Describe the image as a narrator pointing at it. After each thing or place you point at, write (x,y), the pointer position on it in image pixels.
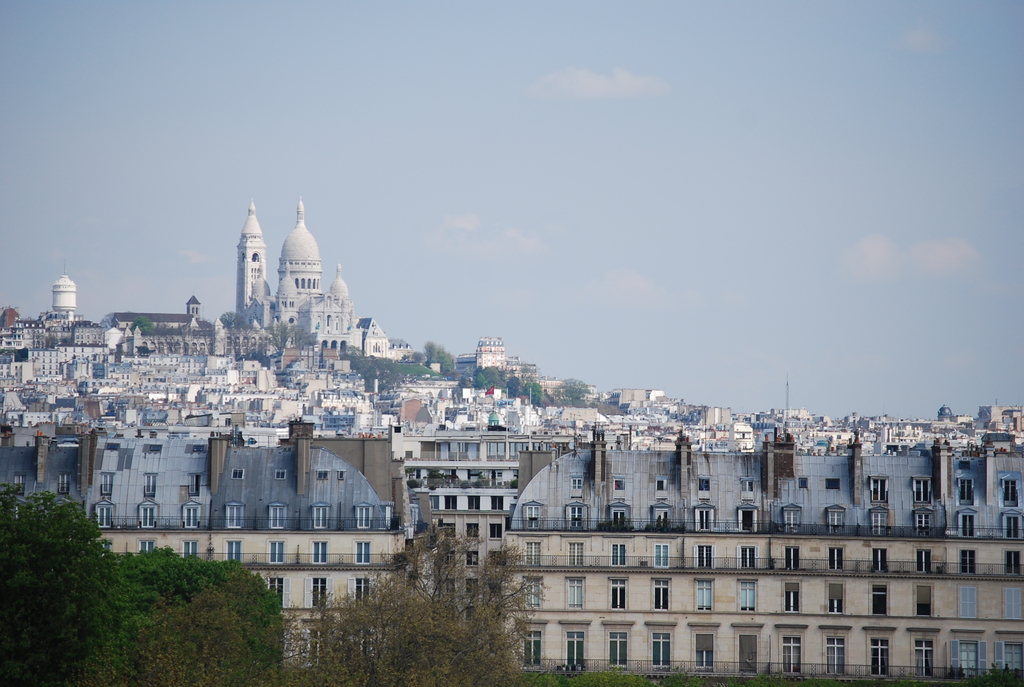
In this image there are trees (375,591) and buildings (473,455). In the background (594,205) there is sky (465,174).
